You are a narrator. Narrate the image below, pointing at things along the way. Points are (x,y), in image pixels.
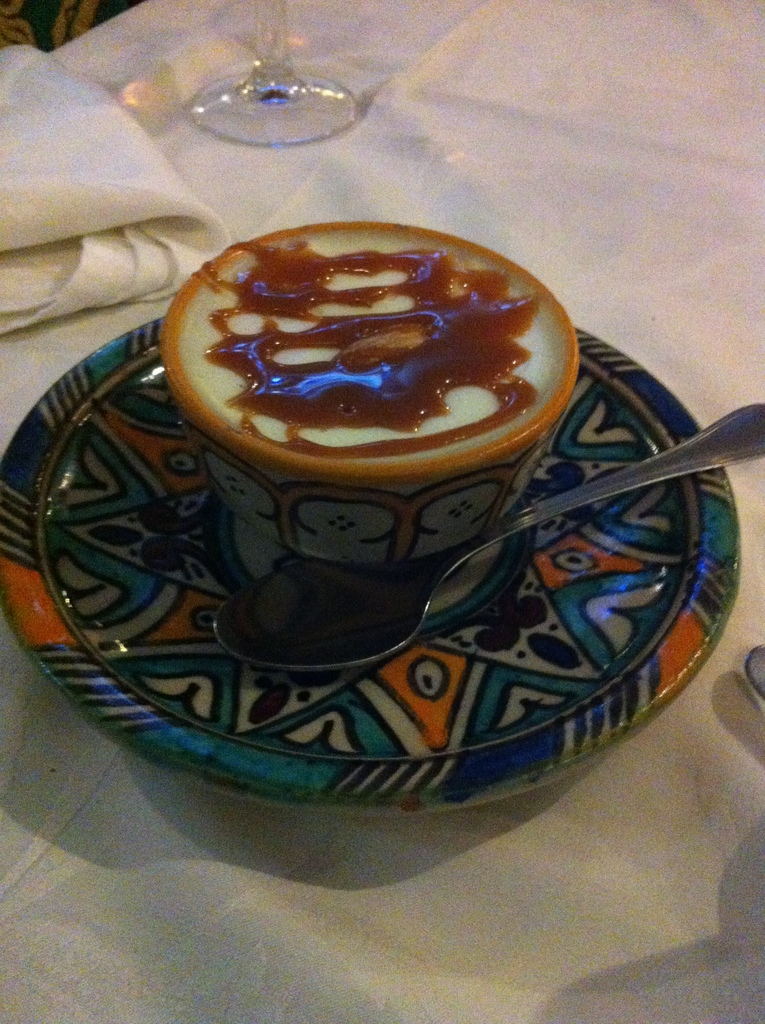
Here I can see a table (473,221) which is covered with a white cloth (587,154). On this table (719,295) a tea cup (224,446), saucer (89,611), spoon (574,496), cloth (28,153) and a glass (274,117) are placed.
